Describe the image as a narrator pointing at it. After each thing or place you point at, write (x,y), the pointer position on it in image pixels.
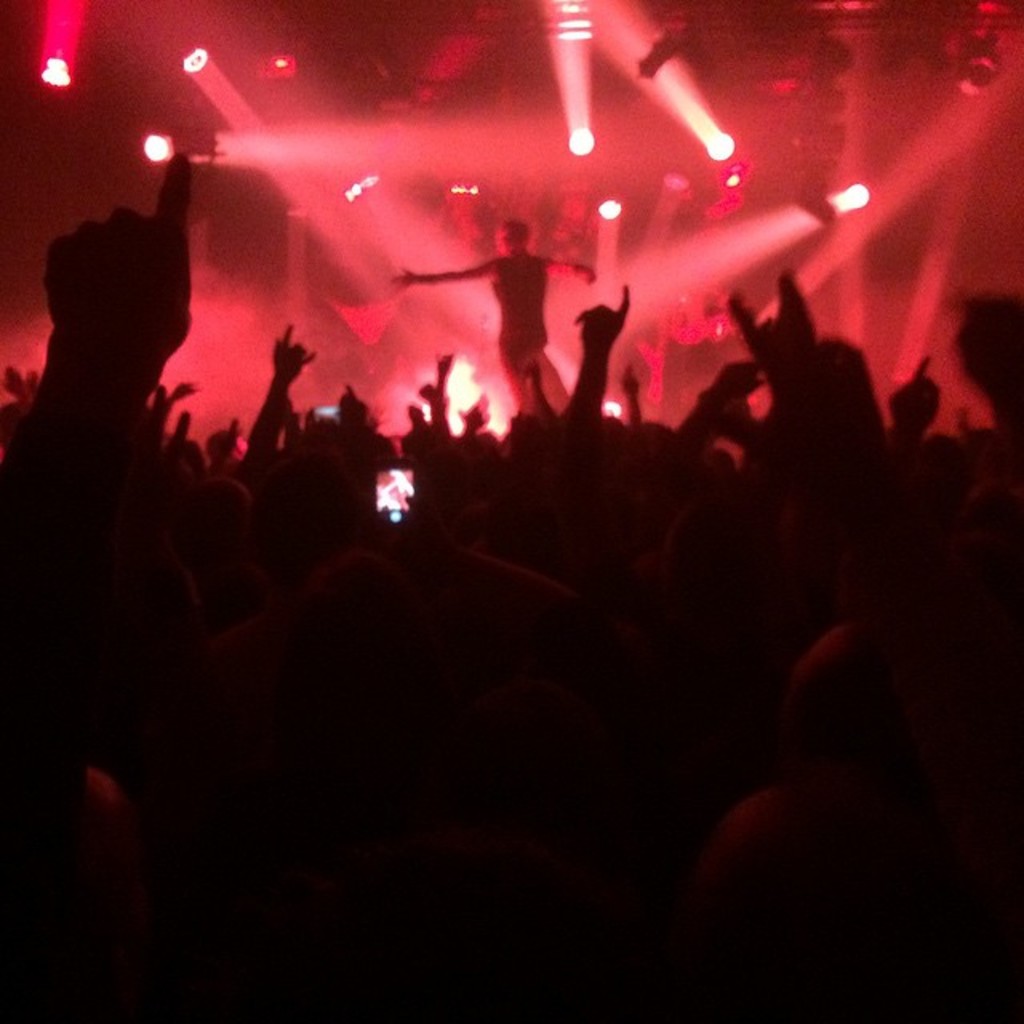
In the center of the image (501,487) there are people (631,541). In the background of the image (679,271) there are lights (651,285).
